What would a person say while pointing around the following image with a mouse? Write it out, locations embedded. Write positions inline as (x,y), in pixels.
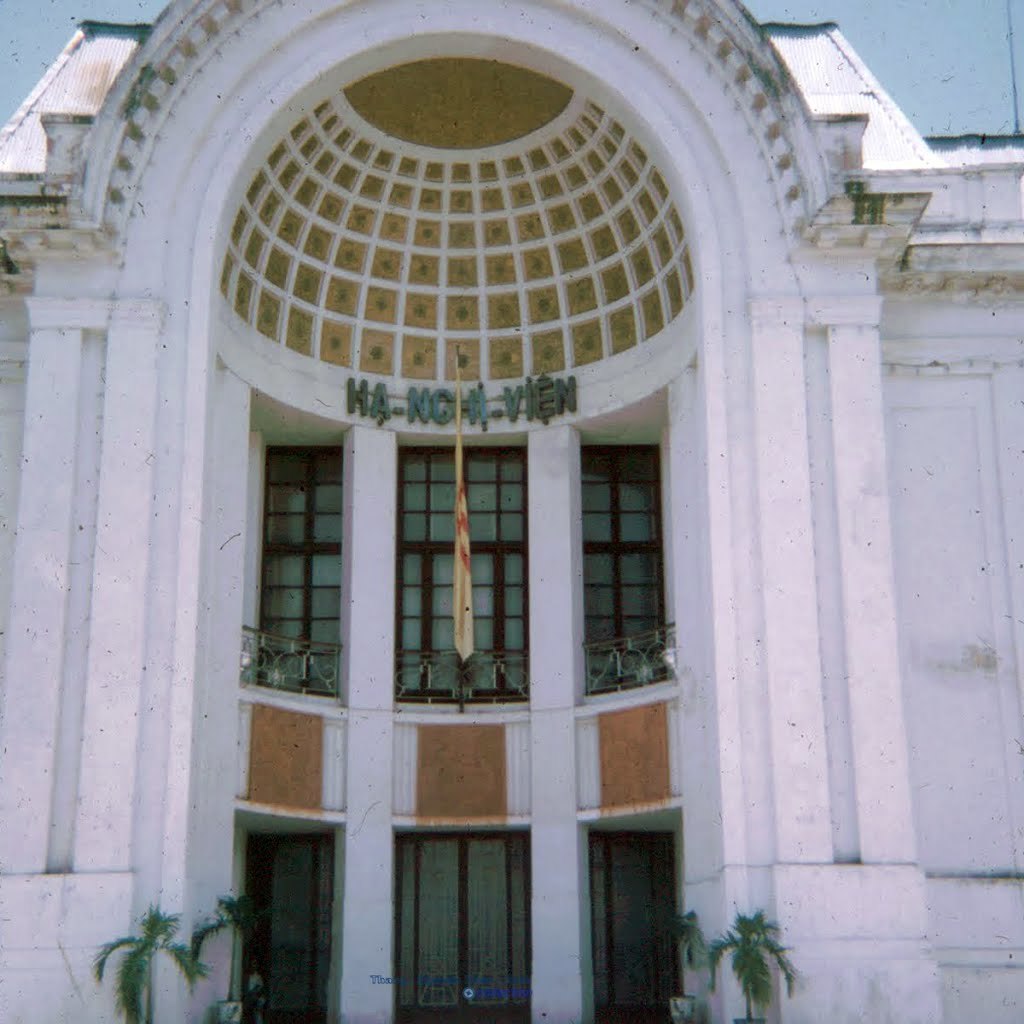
In this picture we can see a building (549,931) with a name board (464,400), flag (470,559) and a door (498,941). In front of the building (602,978) there are plants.
